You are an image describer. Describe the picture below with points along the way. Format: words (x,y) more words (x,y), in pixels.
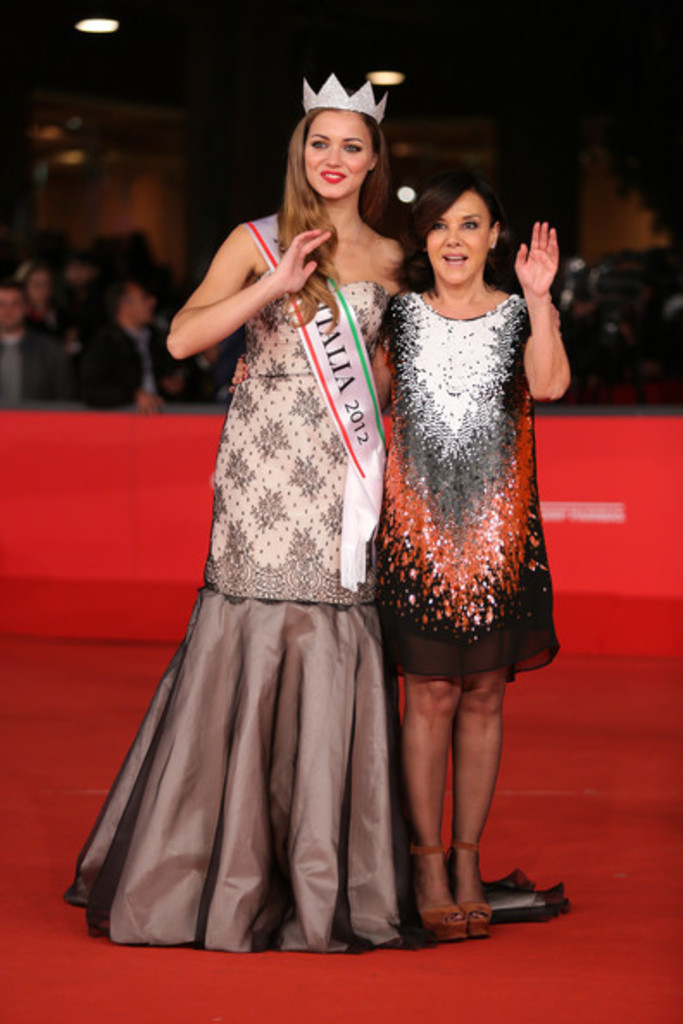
This picture is clicked inside. In the foreground (366,411) we can see the two women (345,233) wearing dresses (373,581) and standing on the red carpet (603,817). In the background (142,79) we can see the roof (169,55), ceiling light (106,30) and group of persons (42,363) and some other objects (9,434).
